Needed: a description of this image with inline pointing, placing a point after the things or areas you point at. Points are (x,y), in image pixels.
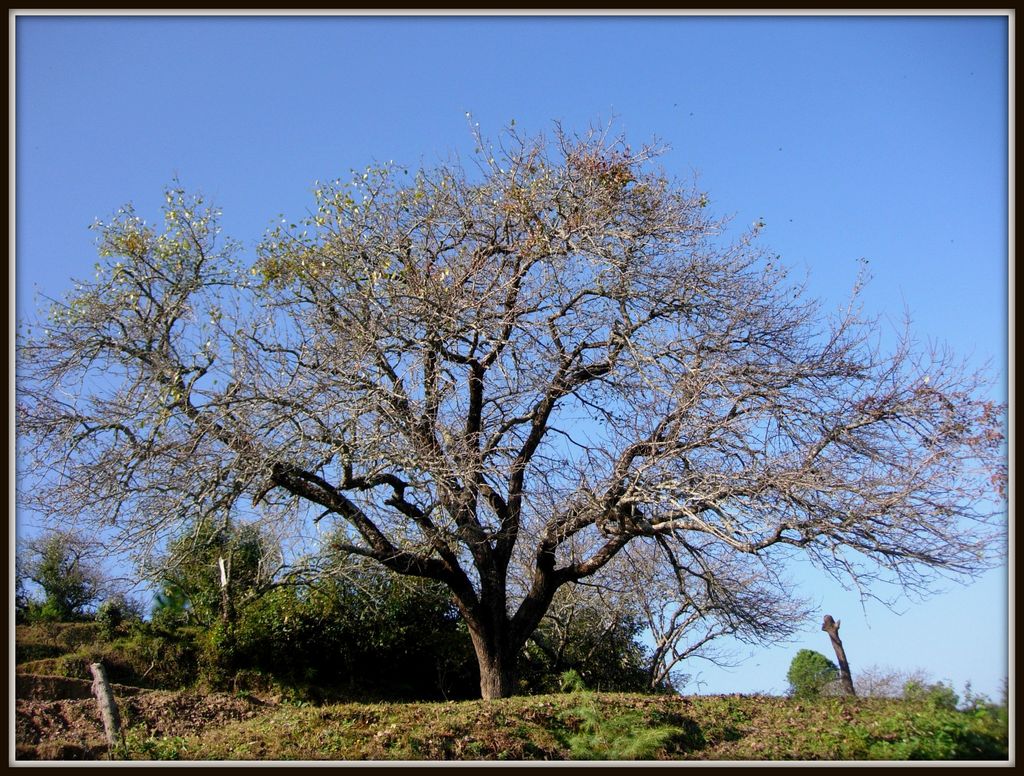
In this image we can see a group of trees (464,575), plants (333,586), grass (377,732), some wooden poles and the sky (216,95) which looks clear.
